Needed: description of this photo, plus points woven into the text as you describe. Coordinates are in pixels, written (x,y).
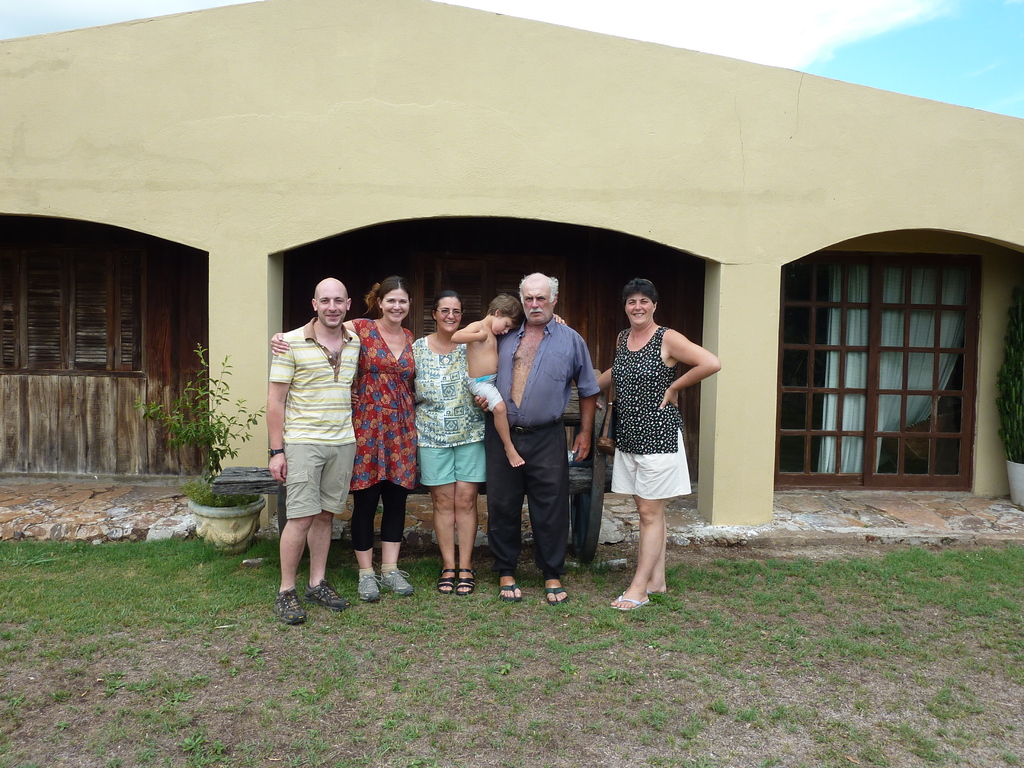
There are three women (632,407) and two men (592,416) standing and smiling. This man (526,431) is carrying a boy (476,327). I can see a flower pot (228,511) with a plant (226,498) in it. I think this is a bench (249,477). Here is the grass (769,611). This looks like a house (299,280) with a window (853,350). I can see the curtains (865,320) hanging. On the very right corner of the image (1011,415), that looks like a flower pot (1014,468) with a plant (1010,375) in it. Here is the sky (900,68).
